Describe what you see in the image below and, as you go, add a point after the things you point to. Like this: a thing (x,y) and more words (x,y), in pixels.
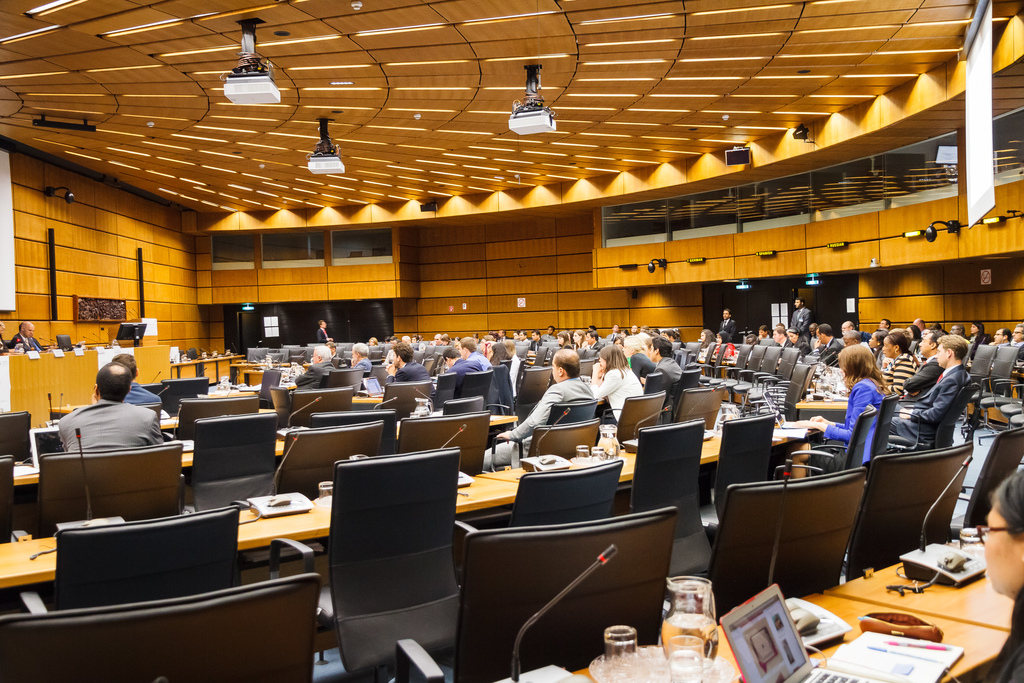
In this picture a group of people (128,421) sitting on a chair (904,471). This picture is taken in a conference room (740,423). In the background (720,323) two men (800,322) are standing. At the left side (327,332) one man (328,335) is standing. In the front (775,627) there is a laptop (773,645) on the table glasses (692,649), jar (688,633), mic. On the top (266,75) there are projectors (265,81) hanging on the top (253,74).
